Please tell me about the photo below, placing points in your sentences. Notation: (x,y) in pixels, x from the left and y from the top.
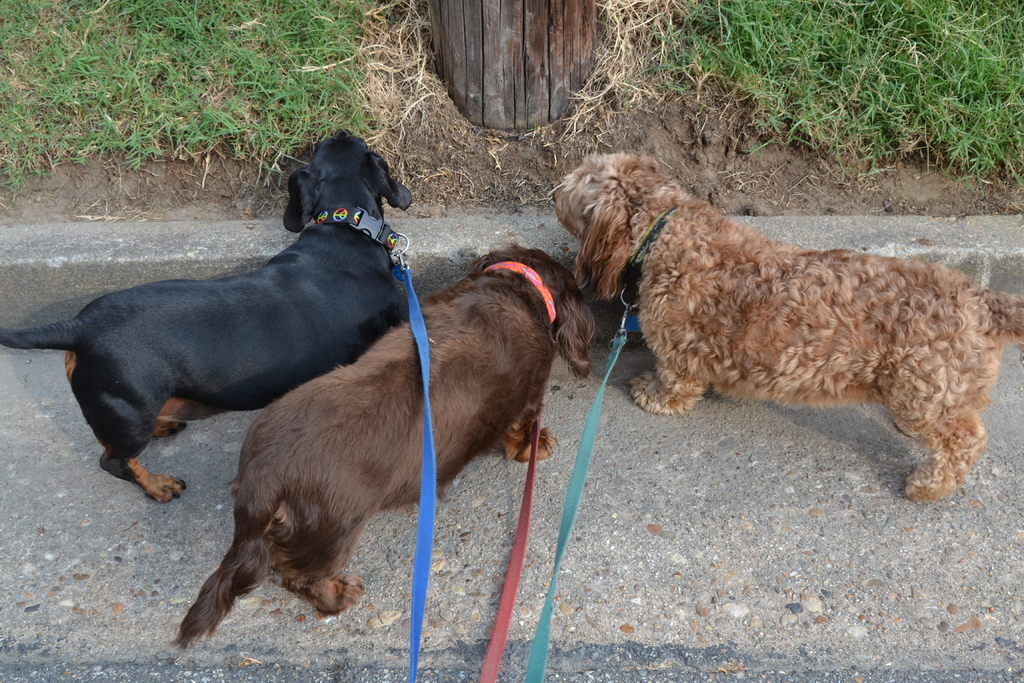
In this image there are three dogs (287,404) with dog belts (424,432) standing on the road (545,477), and in the background (285,74) there is grass (319,108).
